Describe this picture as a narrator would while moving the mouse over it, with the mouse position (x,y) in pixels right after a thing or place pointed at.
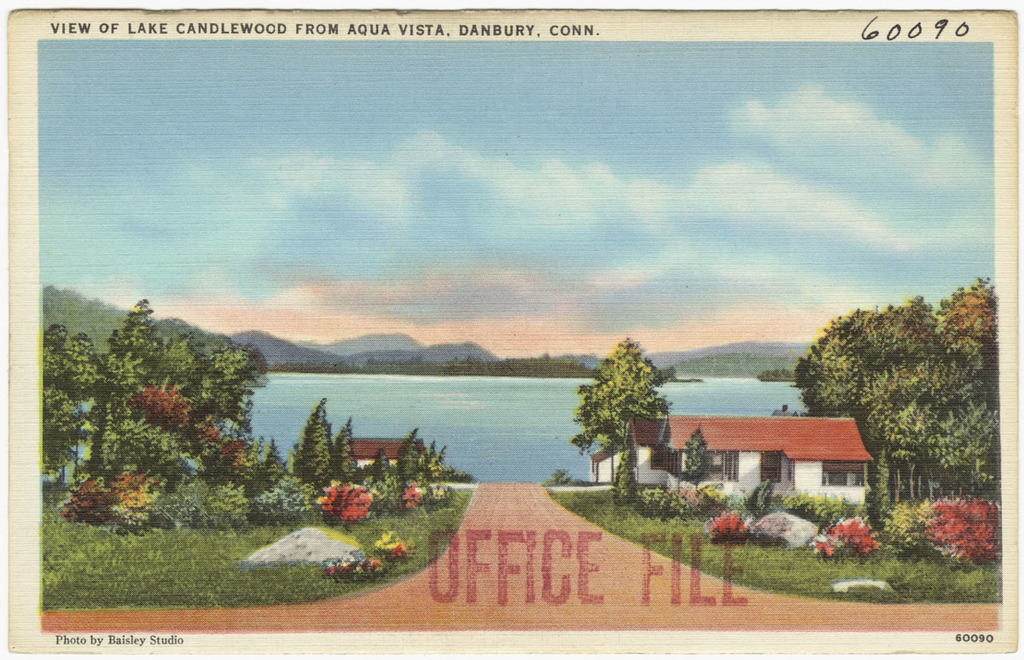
In the center of the image (415,247) we can see a poster (422,263). On the poster (434,289), we can see the sky (550,209), clouds (588,277), hills (178,322), water (433,410), trees (908,394), buildings (782,413), windows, plants (838,510), grass (284,592) and a road (545,538). And we can see some text (505,569) on the poster (492,287).
